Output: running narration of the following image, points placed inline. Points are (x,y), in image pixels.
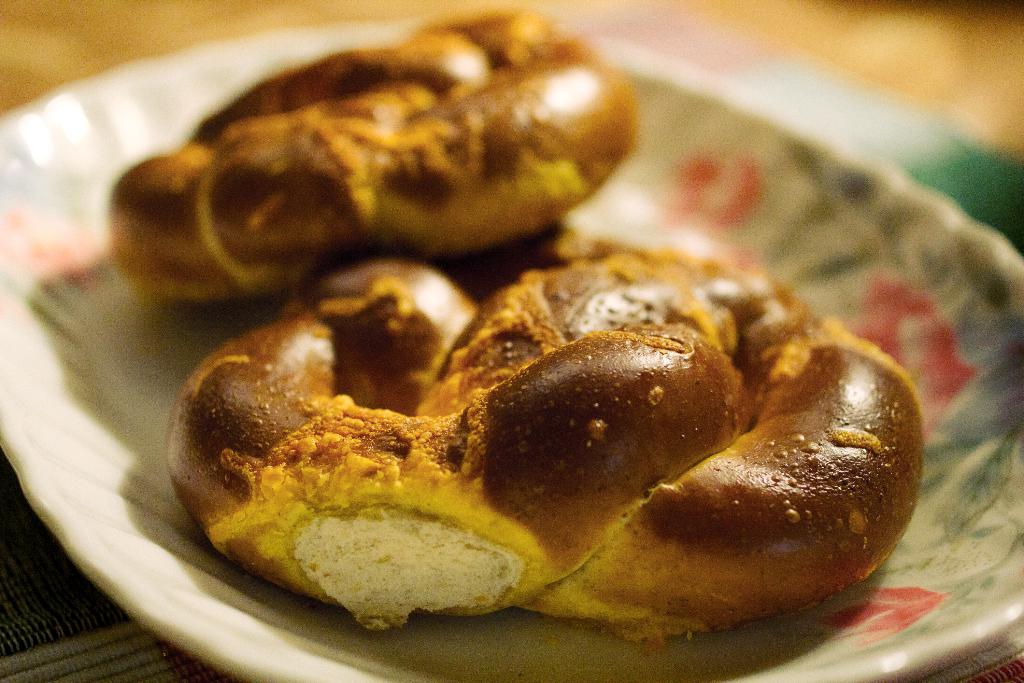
In this image we can see a plate (298,625) containing food (406,104) placed on the surface (768,18).
